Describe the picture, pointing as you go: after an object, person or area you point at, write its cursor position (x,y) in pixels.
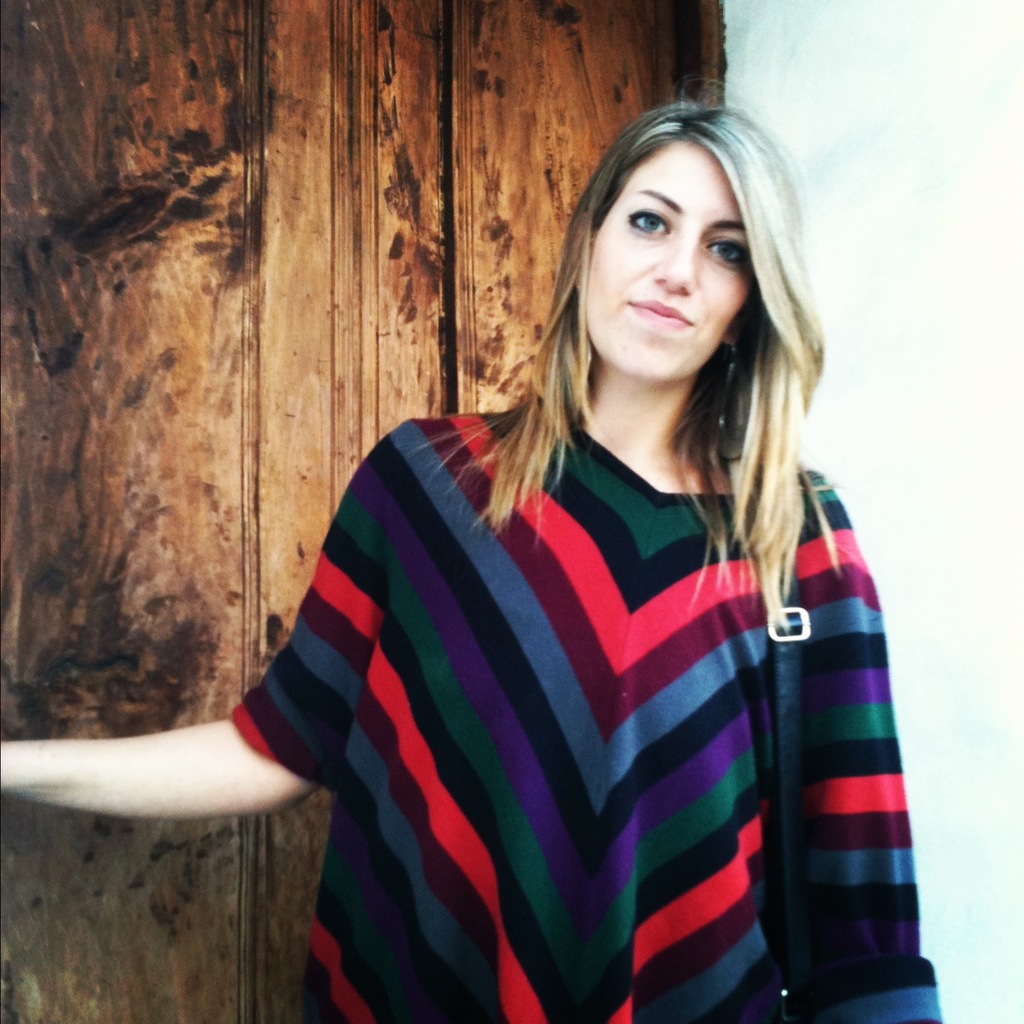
In this image, we can see a woman (658,570) is watching and smiling. Background (22,714) there is a wooden object (234,369) and white wall (862,355).
